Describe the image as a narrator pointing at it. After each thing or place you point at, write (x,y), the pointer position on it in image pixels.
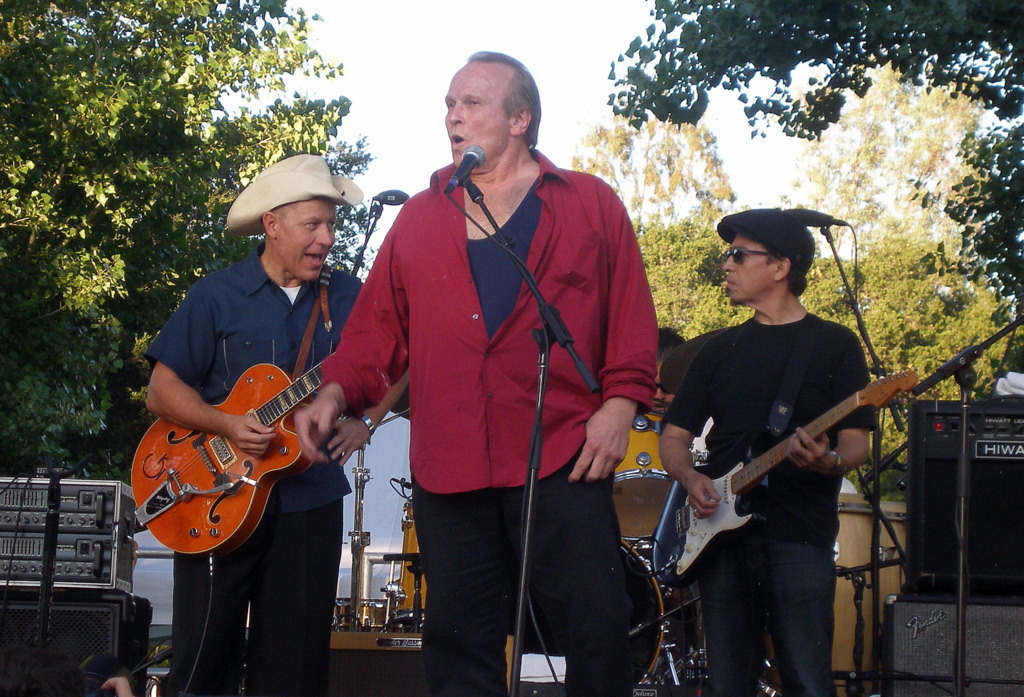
In this image, There are three persons (341,439) standing and wearing colorful clothes (324,341). These two persons (759,365) are playing a guitar (271,402) and wearing a hats (319,178) on their head (285,225). This person (440,220) is standing in front of this mic (551,350). There are some musical instruments (629,482) behind these persons (815,453). There are some trees (901,102) behind these persons (626,217). There is a sky (406,69) at the top (416,27).
